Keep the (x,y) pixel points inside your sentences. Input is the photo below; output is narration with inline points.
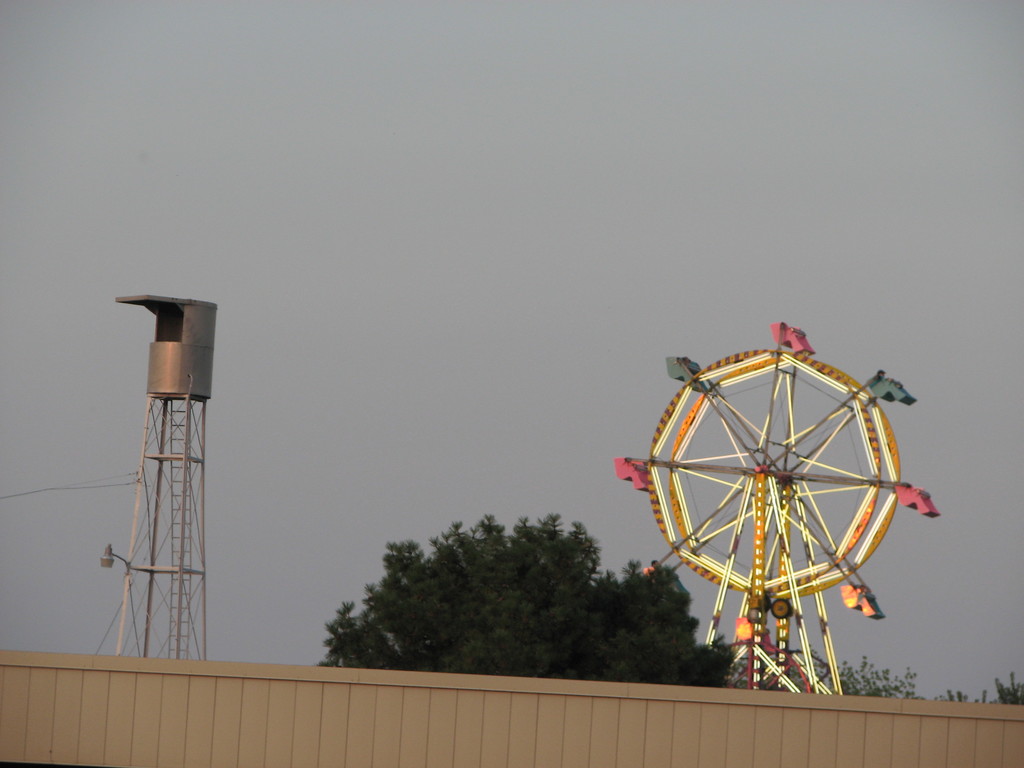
At the bottom of the image (339,746) there is a wall (289,746). Behind the wall (532,708) on the left side (162,546) there is a tower (181,440) with container (156,337). And also there is a giant wheel (753,684) with lights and there are trees (497,566). At the top of the image (375,254) there is a sky (452,298).
